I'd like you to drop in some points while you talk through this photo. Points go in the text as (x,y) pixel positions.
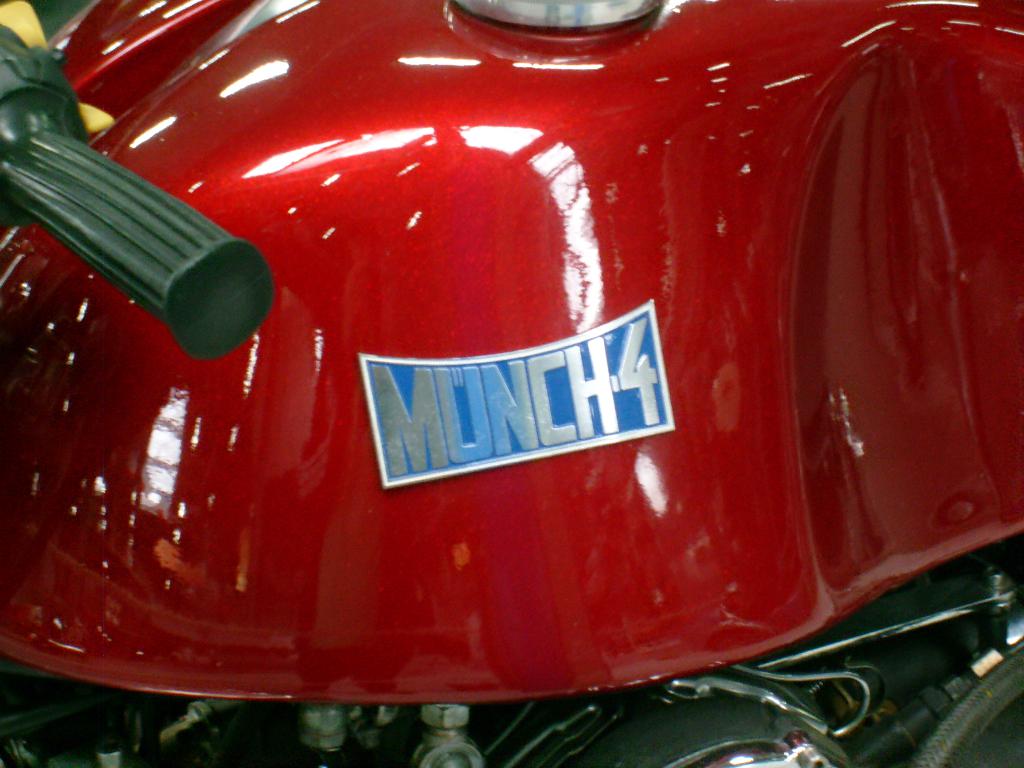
In this image we can see some part of a vehicle (606,313) which is in red color and there is a board (483,429) which is attached to it and written as munch4.
